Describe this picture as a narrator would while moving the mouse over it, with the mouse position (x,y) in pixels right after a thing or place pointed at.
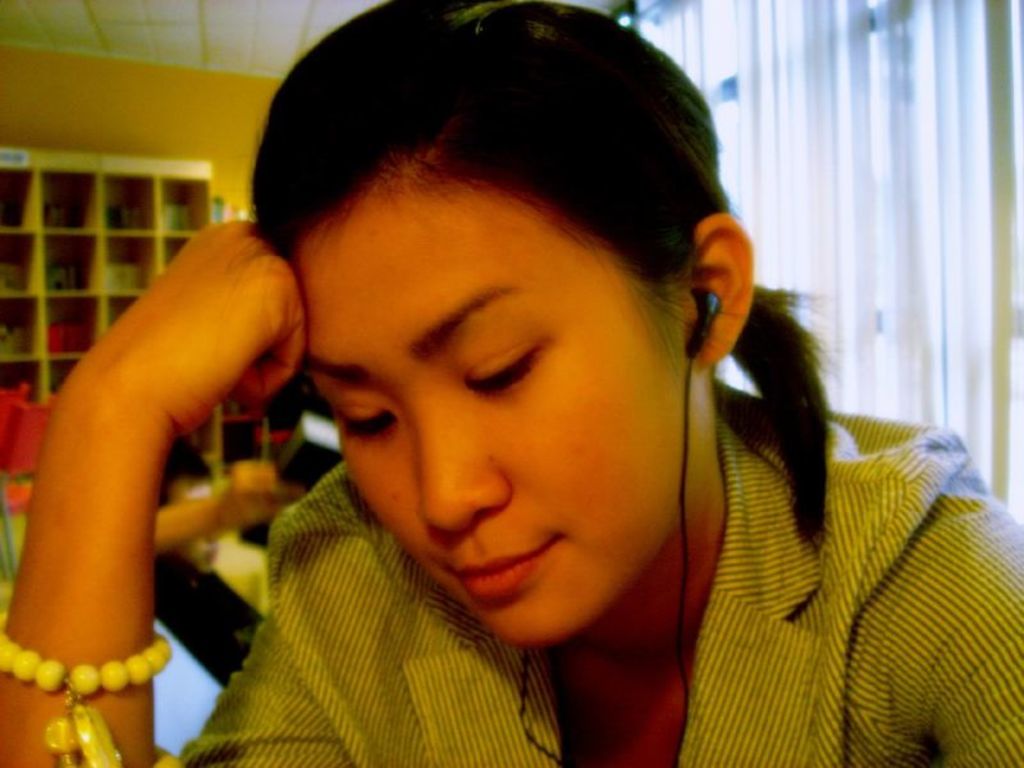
In this image I can see the person (427,446) with dress (406,565) and earphones (689,356). In the background (258,438) I can see one more person (239,511), cupboard (116,181) with some objects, curtains (774,169) and the wall (184,118).
